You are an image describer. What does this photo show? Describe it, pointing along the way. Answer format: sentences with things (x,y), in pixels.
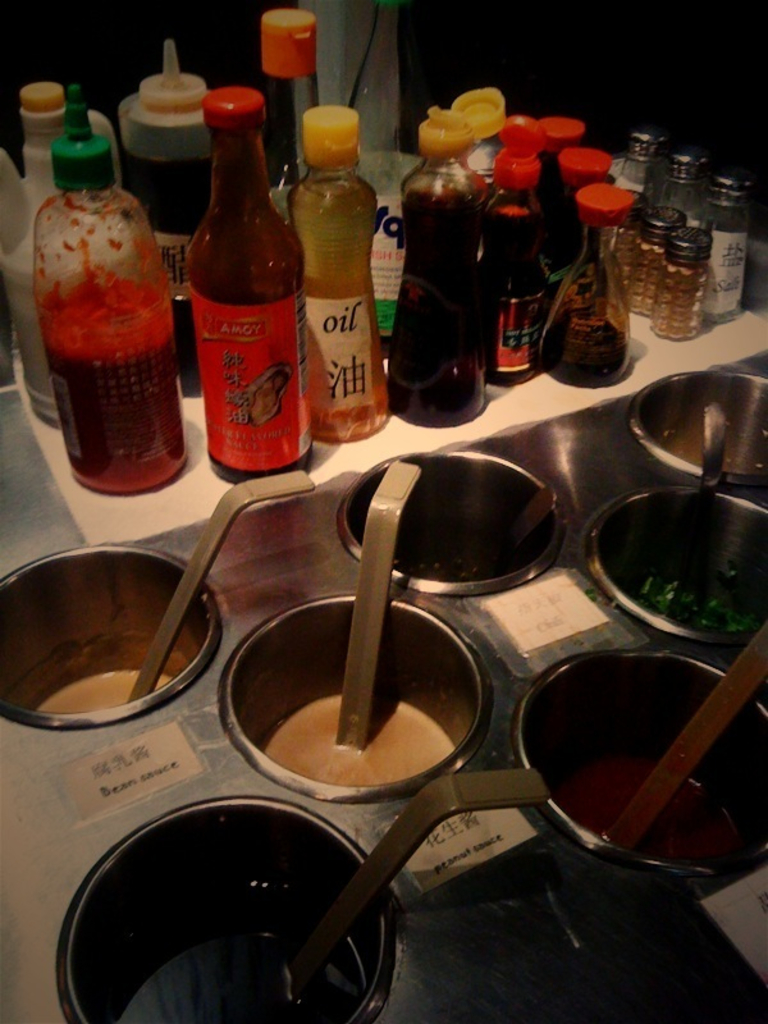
In this image I see number of bottles (453,385) and bowls (757,385) full of liquids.
